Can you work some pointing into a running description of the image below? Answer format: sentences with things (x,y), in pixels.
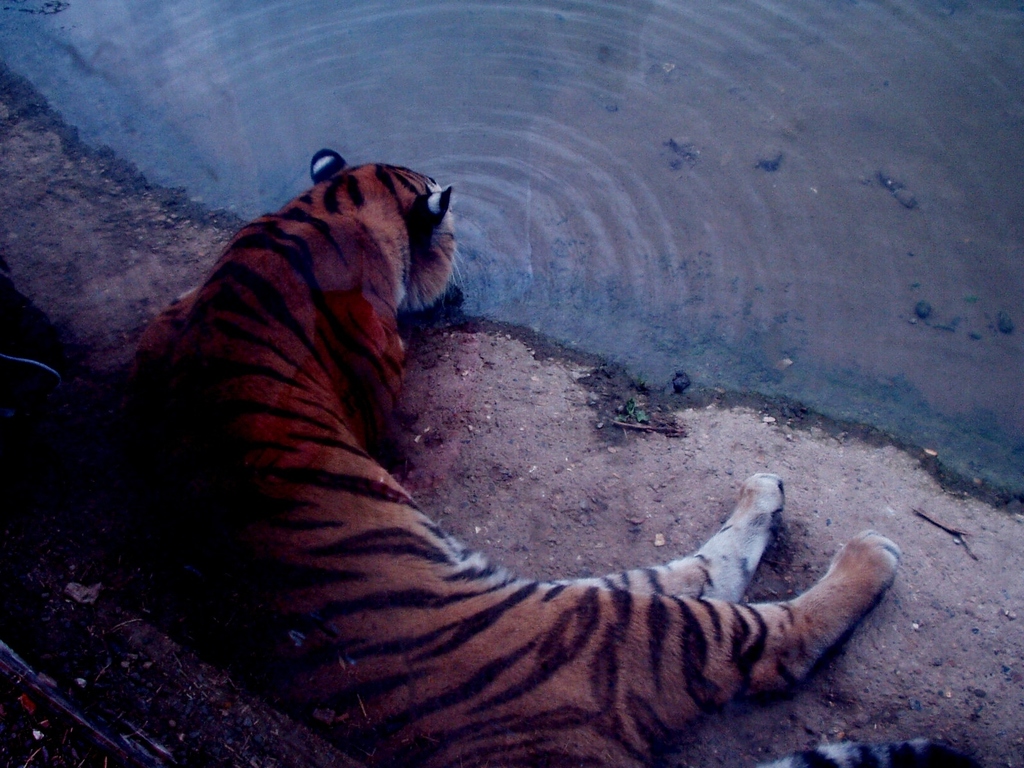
This picture is clicked outside the city. In the foreground (358,259) there is a tiger (286,406) seems to be lying on the ground (526,503) and drinking water (564,233). In the background (461,44) there is a water body (294,60).
